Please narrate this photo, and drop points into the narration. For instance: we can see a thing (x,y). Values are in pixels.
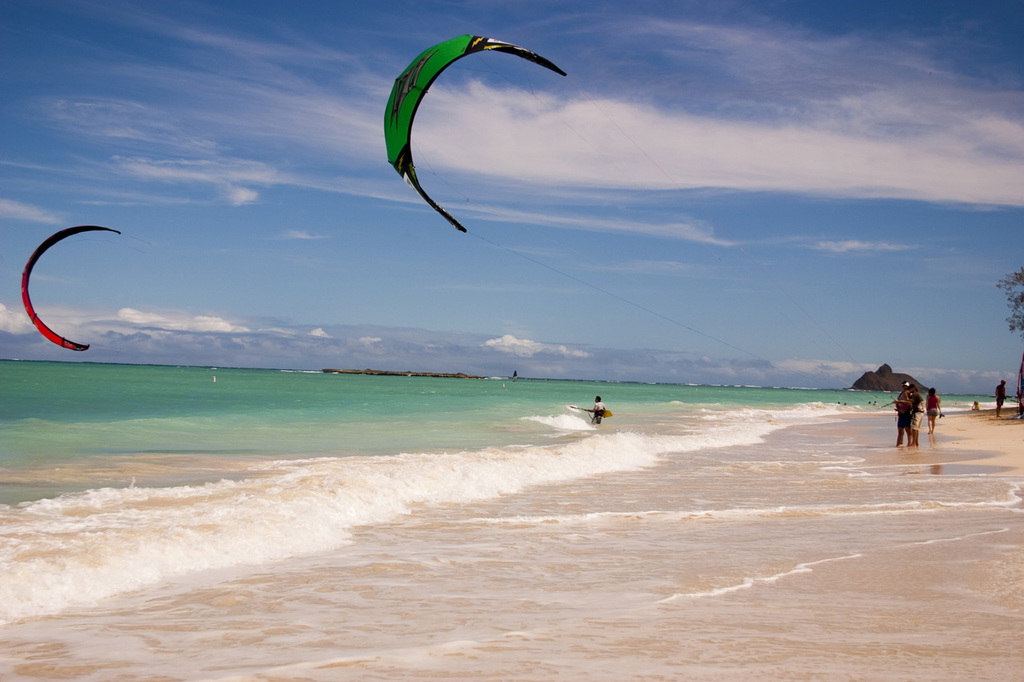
In this image there are people (908,388), hills (873,379), leaves (1012,324), water (252,434), cloudy sky (538,244) and kites (437,49). Kites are in the air (435,124).
